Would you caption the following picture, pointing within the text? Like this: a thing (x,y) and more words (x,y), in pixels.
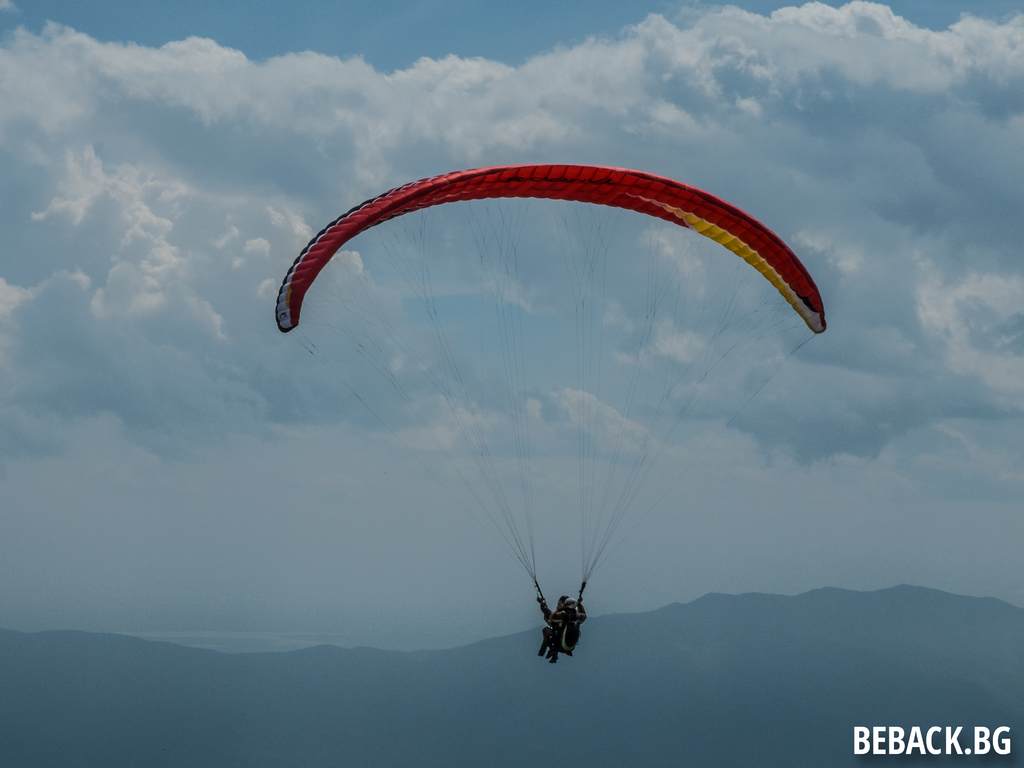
In this image we can see two persons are paragliding in the air (469,542). In the background (722,614) we can see a mountain (717,614) and sky (408,152) with clouds (754,196). At the bottom of the image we can see a watermark (888,756).
